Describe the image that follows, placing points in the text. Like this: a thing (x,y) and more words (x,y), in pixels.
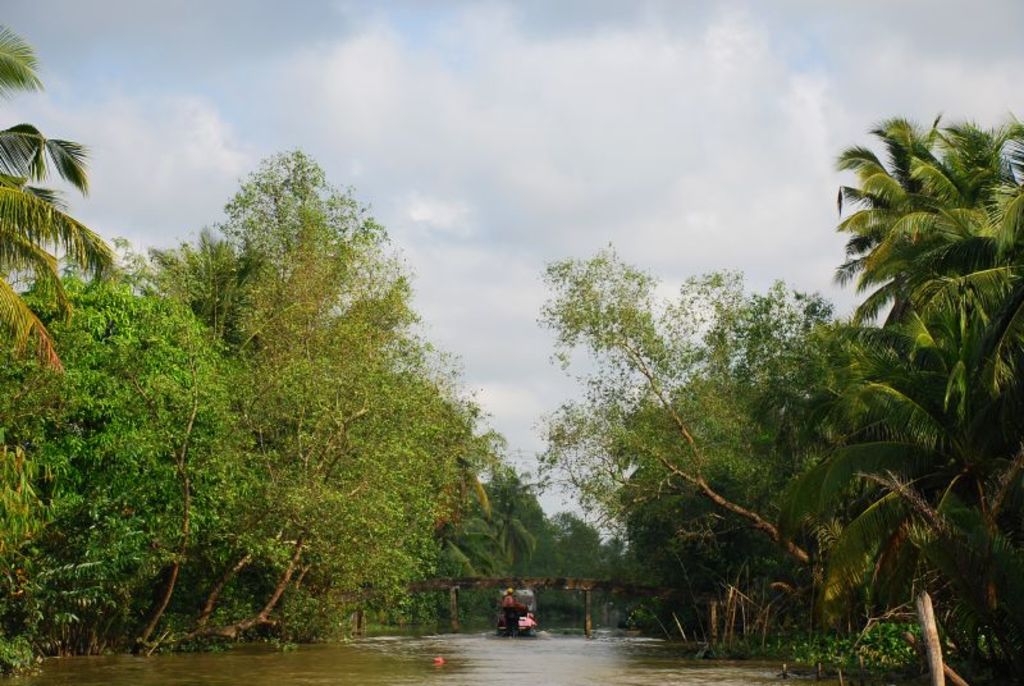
This is an outside view. At the bottom (457,674), I can see the water (500,664) and there is a boat (517,614). In the background (562,582) there is a bridge (584,591). On the right (890,368) and left side of the image (83,442) there are many trees (282,441). At the top of the image (390,48) I can see the sky (444,115) and clouds (444,115).
